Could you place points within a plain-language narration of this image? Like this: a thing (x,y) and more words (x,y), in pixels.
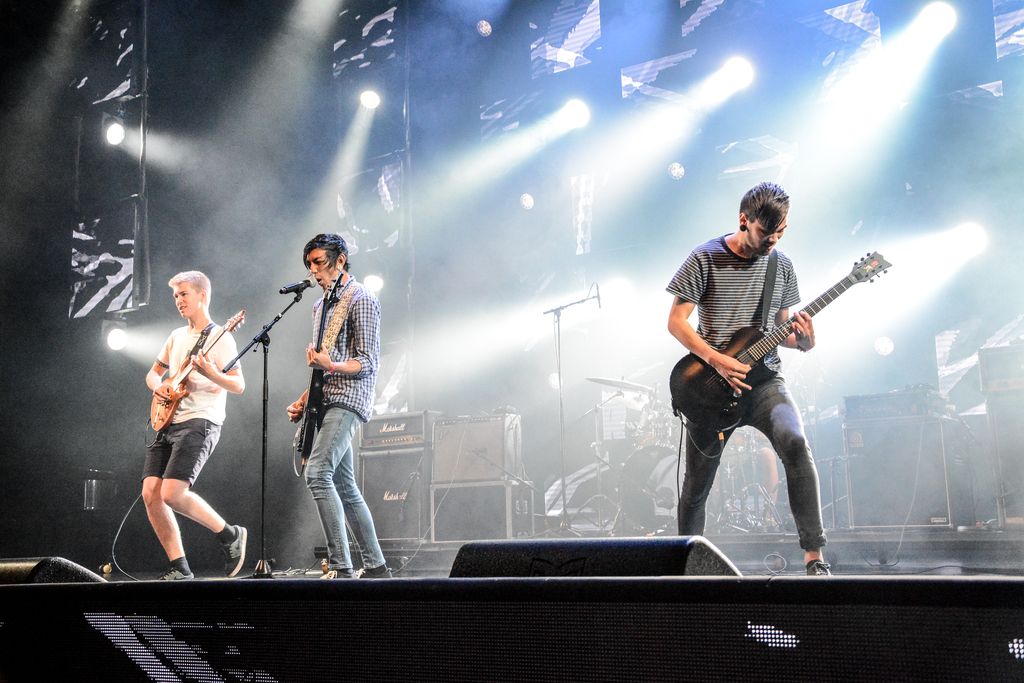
this picture shows three men (327,352) playing guitar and a middle man (330,377) singing with the help of a microphone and we see a man (761,459) playing drums (675,456) on the back (750,449).
